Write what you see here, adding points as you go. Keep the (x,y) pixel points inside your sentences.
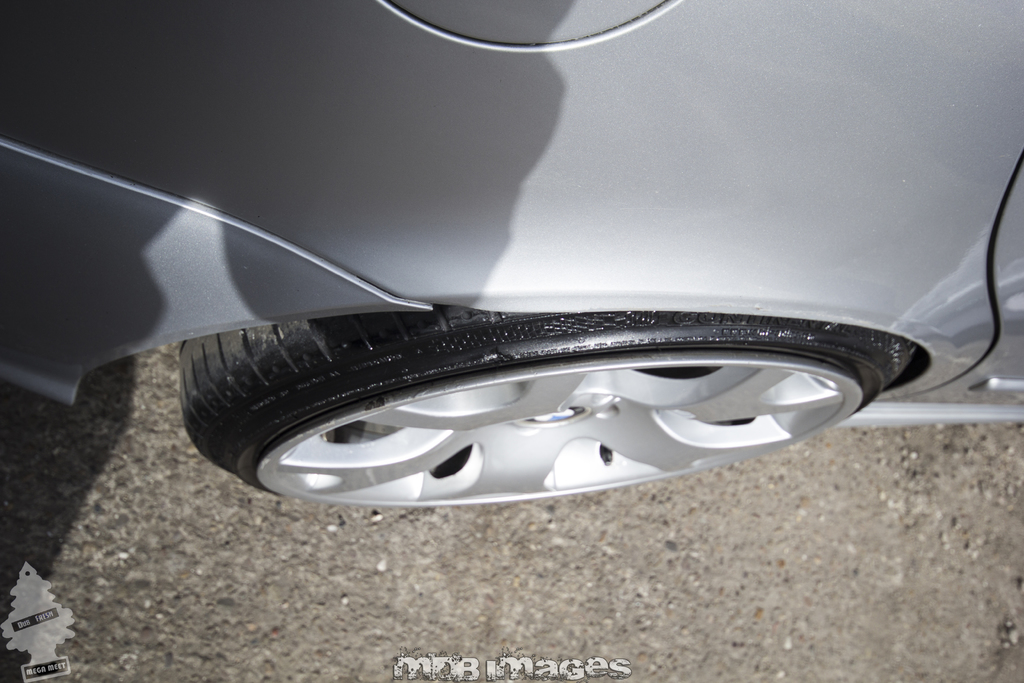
In this image in the center (531,342) there is one car (531,342), at the bottom (427,581) there is road (416,591) and at the bottom of the image (480,675) there is some text (520,675).
